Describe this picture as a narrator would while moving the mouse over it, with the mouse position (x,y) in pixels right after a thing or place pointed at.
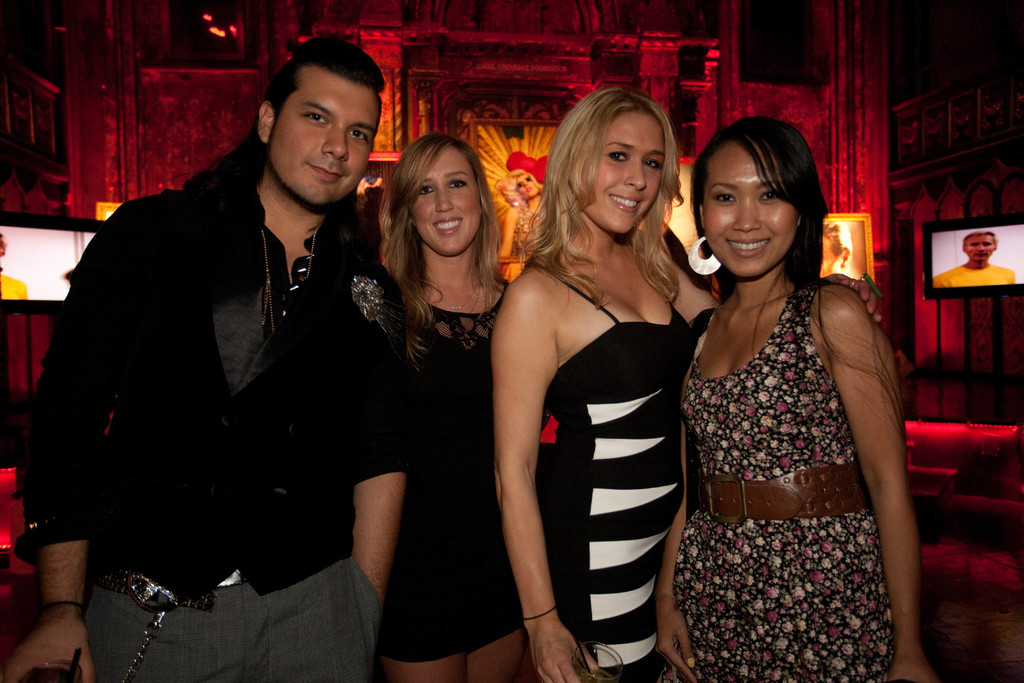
This is an image clicked in the dark. Here I can see a man (197,316) and three women (471,282) standing, smiling and giving pose for the picture. In the background (946,241) there are few monitors (961,275) and frames (841,244). In the background (663,75) there is a wall (597,56).
